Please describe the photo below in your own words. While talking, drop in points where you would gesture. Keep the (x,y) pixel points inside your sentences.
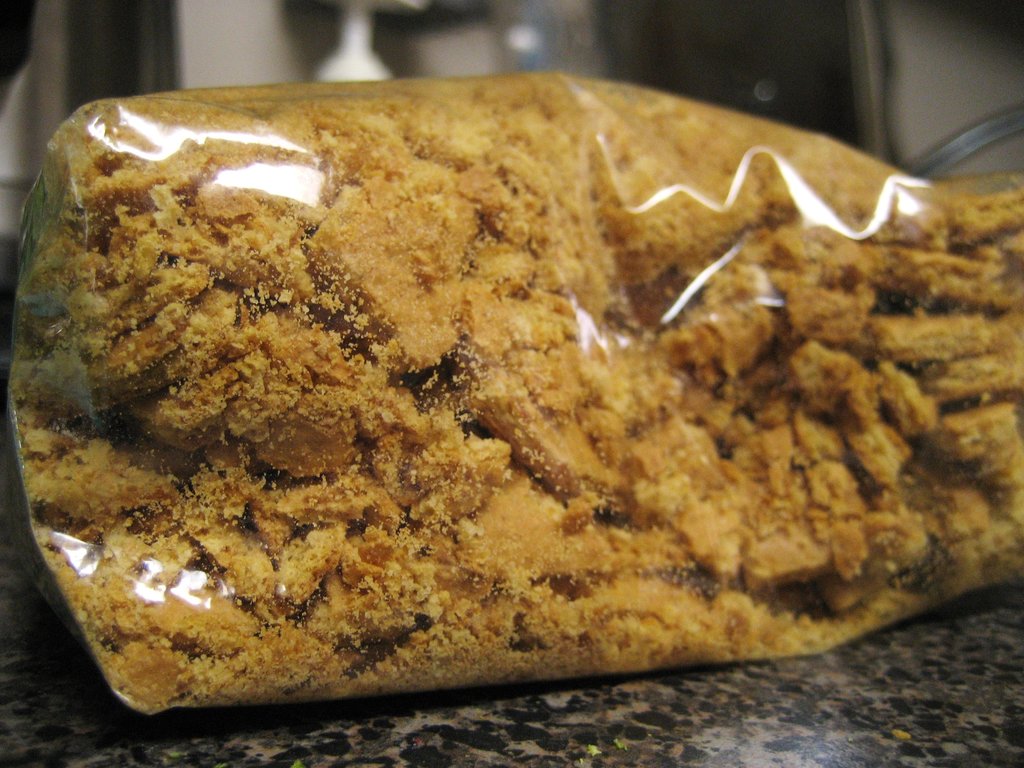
In this image there is a food item (508,458) on a countertop (754,687).
